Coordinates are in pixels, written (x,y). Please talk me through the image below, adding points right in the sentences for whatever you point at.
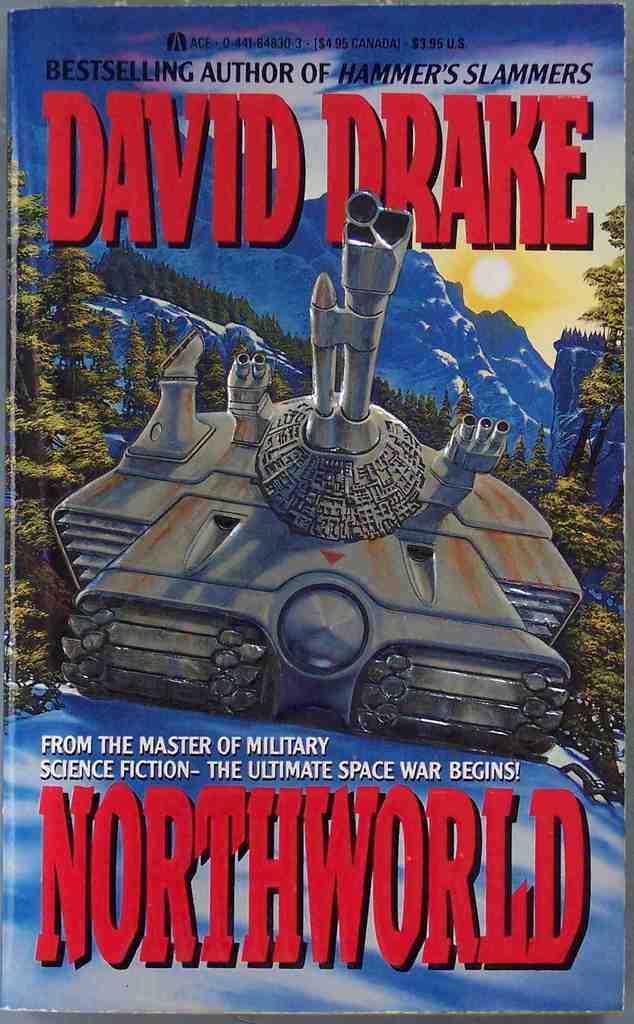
This image consists of a poster (262,534) with a few images (372,423) and there is a text (295,188) on it.
